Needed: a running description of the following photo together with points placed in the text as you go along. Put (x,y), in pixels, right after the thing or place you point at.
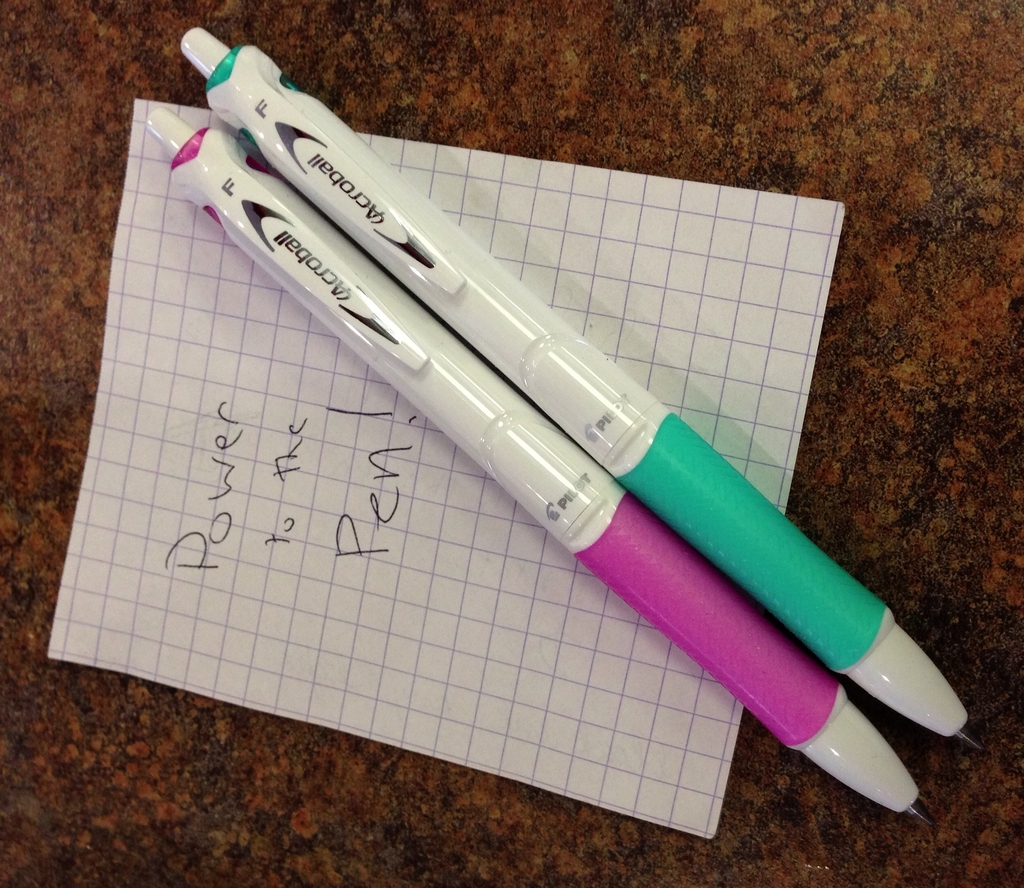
In this picture, we see a paper (300,556) and the pens (389,359) in white, green and pink color. We see some text (223,478) written on the paper (323,628) as "Power to the pen!". In the background (291,817), it is brown in color and it might be a table (107,817).
